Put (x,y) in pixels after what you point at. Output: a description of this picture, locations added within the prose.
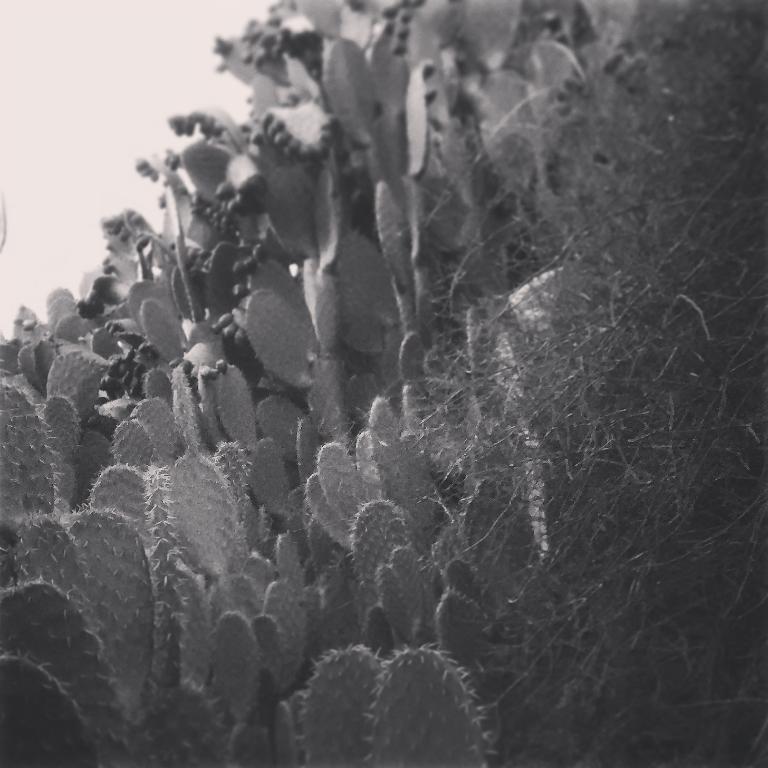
In this image I can see plants (329,215) and I can see this image is black and white in colour. I can see this image is little bit blurry from background (137,111).
